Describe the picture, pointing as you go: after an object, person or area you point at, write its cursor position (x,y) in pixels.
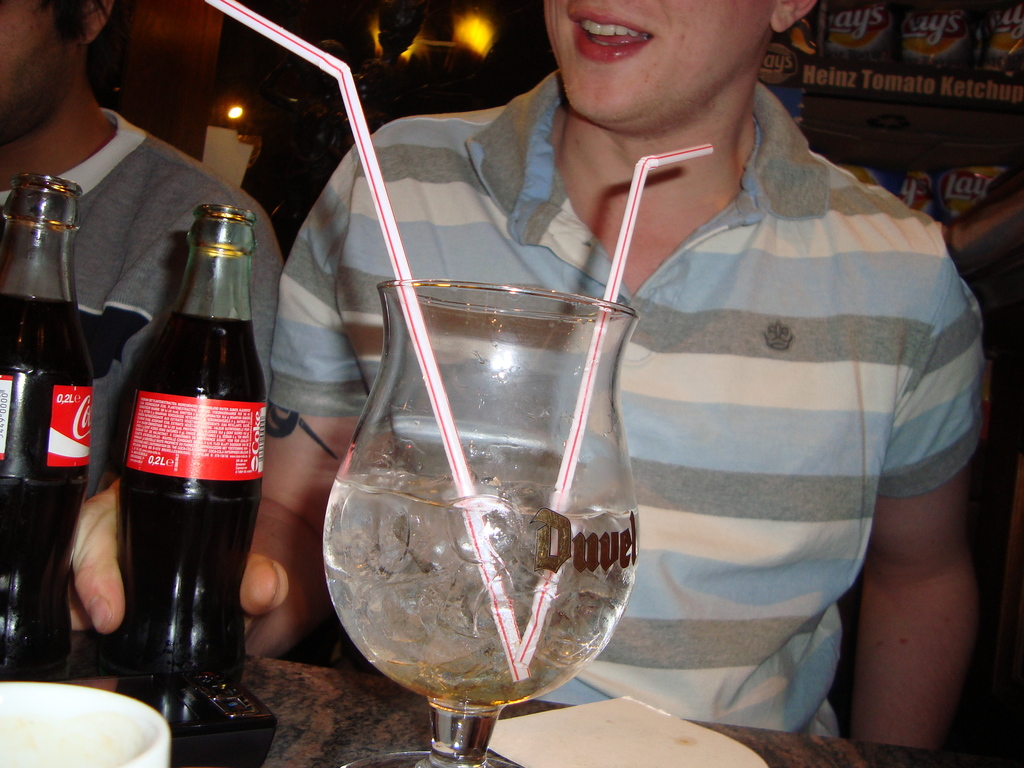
This picture is taken in a food court (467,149) or a restaurant (214,154). We can see a man (497,226) holding a coca-cola bottle (179,466). In the foreground (346,686) there is a table (332,737). On this table (407,726) there is a glass (520,426), in the glass (456,583) there are ice cubes (459,618) and two straws (424,357). There is one more coca-cola bottle (39,433) on the left (37,509) and a man (123,210) on the left (96,150). In the background (958,40) on top right (957,56) there are lays packets (997,44) in the middle of the background (468,41) there is a light (482,40). In the foreground (592,735) we can see a paper (615,734) and a bowl (81,728).
